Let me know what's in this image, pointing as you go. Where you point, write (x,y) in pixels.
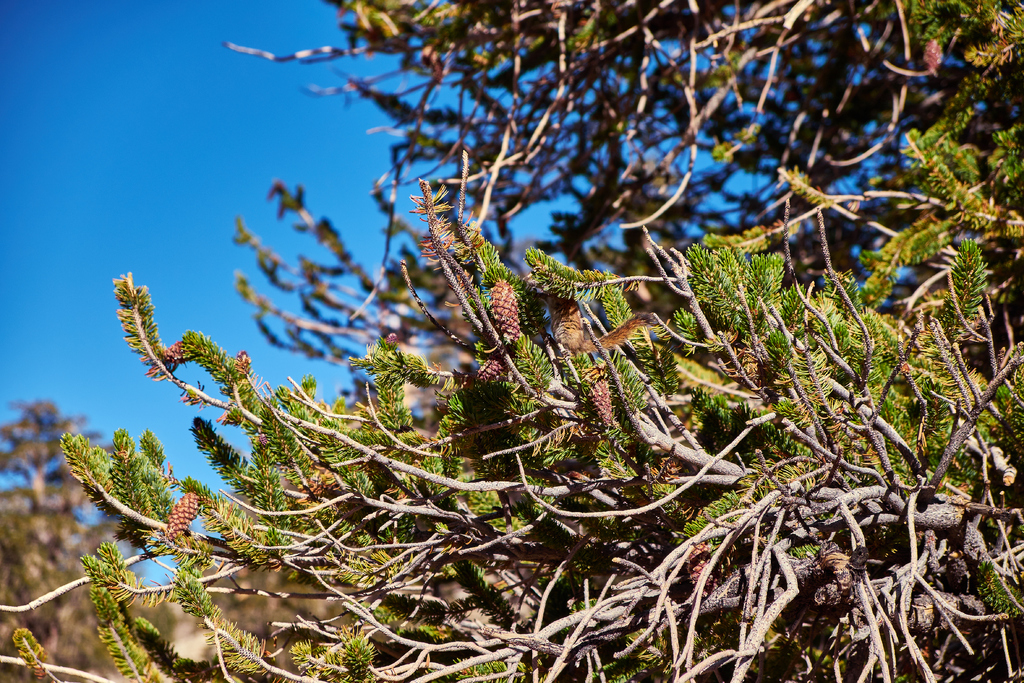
In this image there are few trees (652,351) having few leaves (120,562) and fruits (177,506) to it. A squirrel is sitting on the branches (609,354) of a tree (579,392). Background (174,283) there is sky (215,209).
